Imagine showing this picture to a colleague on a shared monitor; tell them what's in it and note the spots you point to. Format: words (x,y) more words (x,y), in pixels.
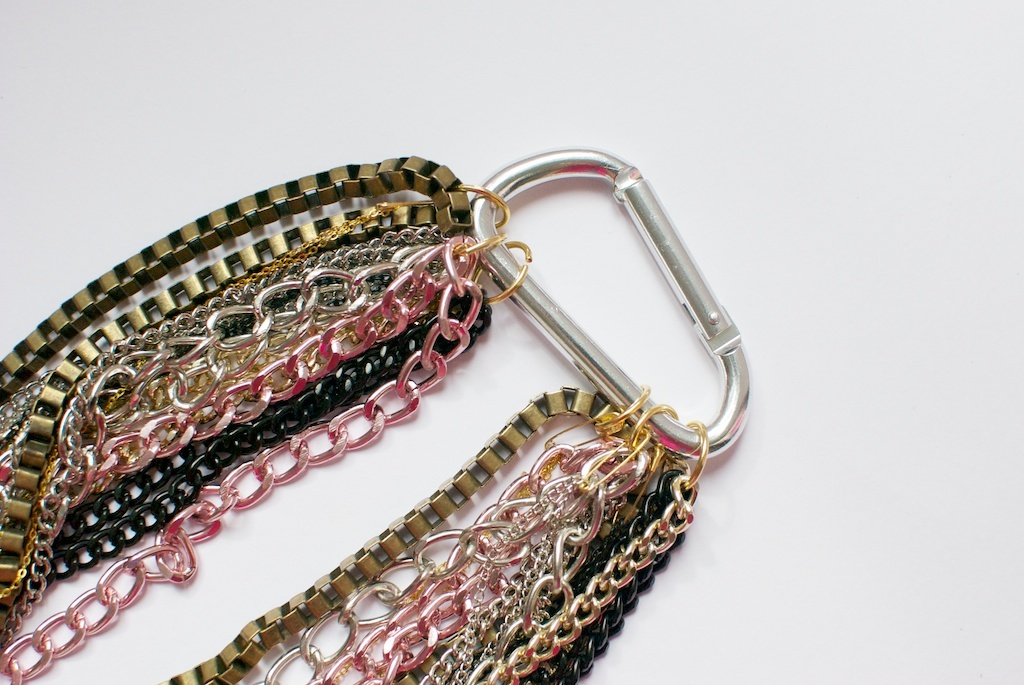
In this image, we can see a ring (684,263) on the white background contains some chains (512,508).
